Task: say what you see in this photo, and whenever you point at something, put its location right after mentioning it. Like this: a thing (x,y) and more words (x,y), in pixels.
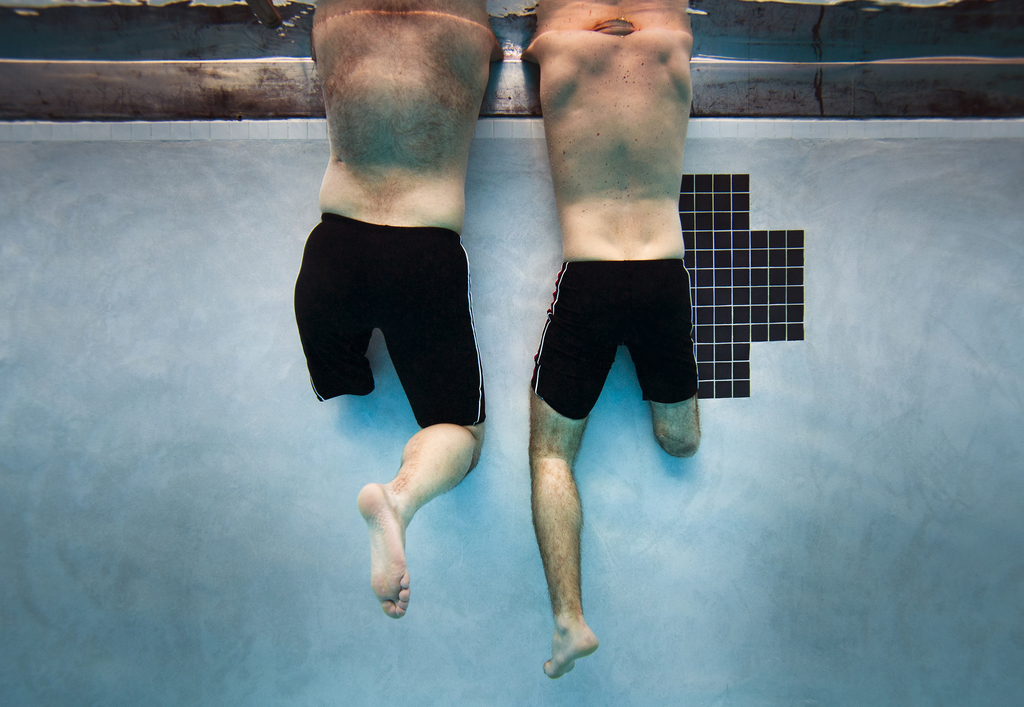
In the foreground of this image (144,395), there is a water body (685,475) where two physically handicapped persons (427,276) are in it.
